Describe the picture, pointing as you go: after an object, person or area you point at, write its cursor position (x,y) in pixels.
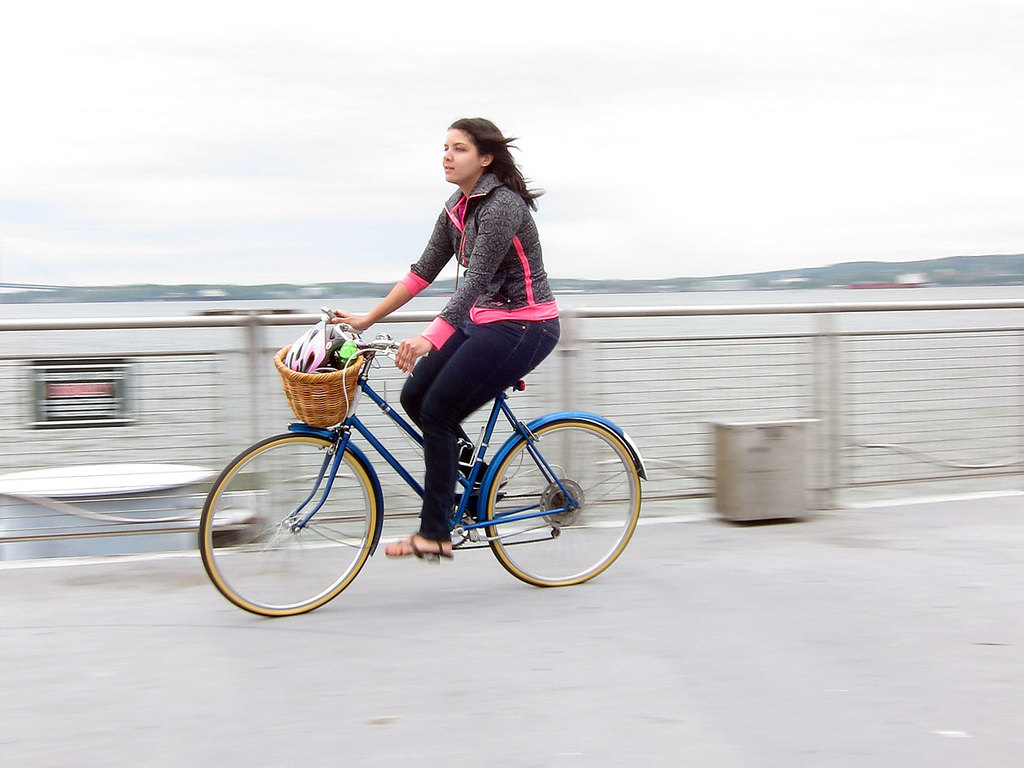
In this picture we can see a woman (502,184) on the bicycle (230,578). This is road (140,719) and there is a fence (146,322). Here we can see water (159,309). On the background (236,119) there is a sky (219,107).
